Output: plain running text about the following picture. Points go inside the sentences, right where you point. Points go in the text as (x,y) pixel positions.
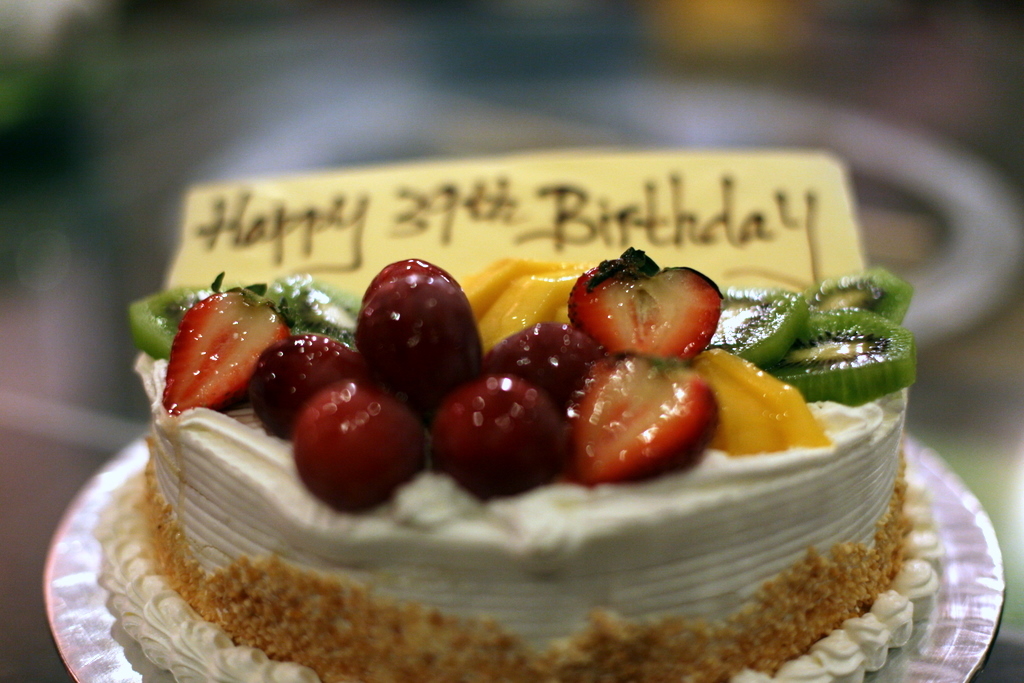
In this picture there is cake (863,585) on the plate (964,633) and there are fruits (695,385) and there is text (811,228) on the cake (861,535). At the back (71,370) the image is blurry.
